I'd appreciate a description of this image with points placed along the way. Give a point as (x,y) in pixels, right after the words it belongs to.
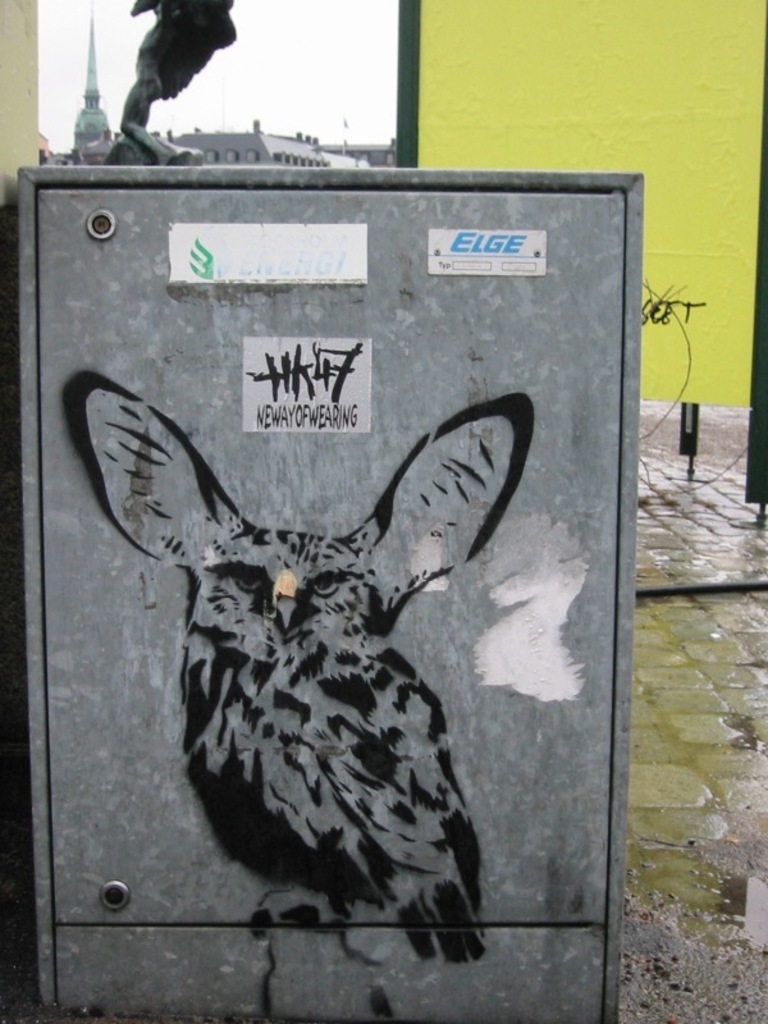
In this picture we can see a metal box (162,861), on this metal box (102,742) we can see a painting (236,698) of a bird (339,642), posters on it and in the background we can see the ground (708,560), wall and some objects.
